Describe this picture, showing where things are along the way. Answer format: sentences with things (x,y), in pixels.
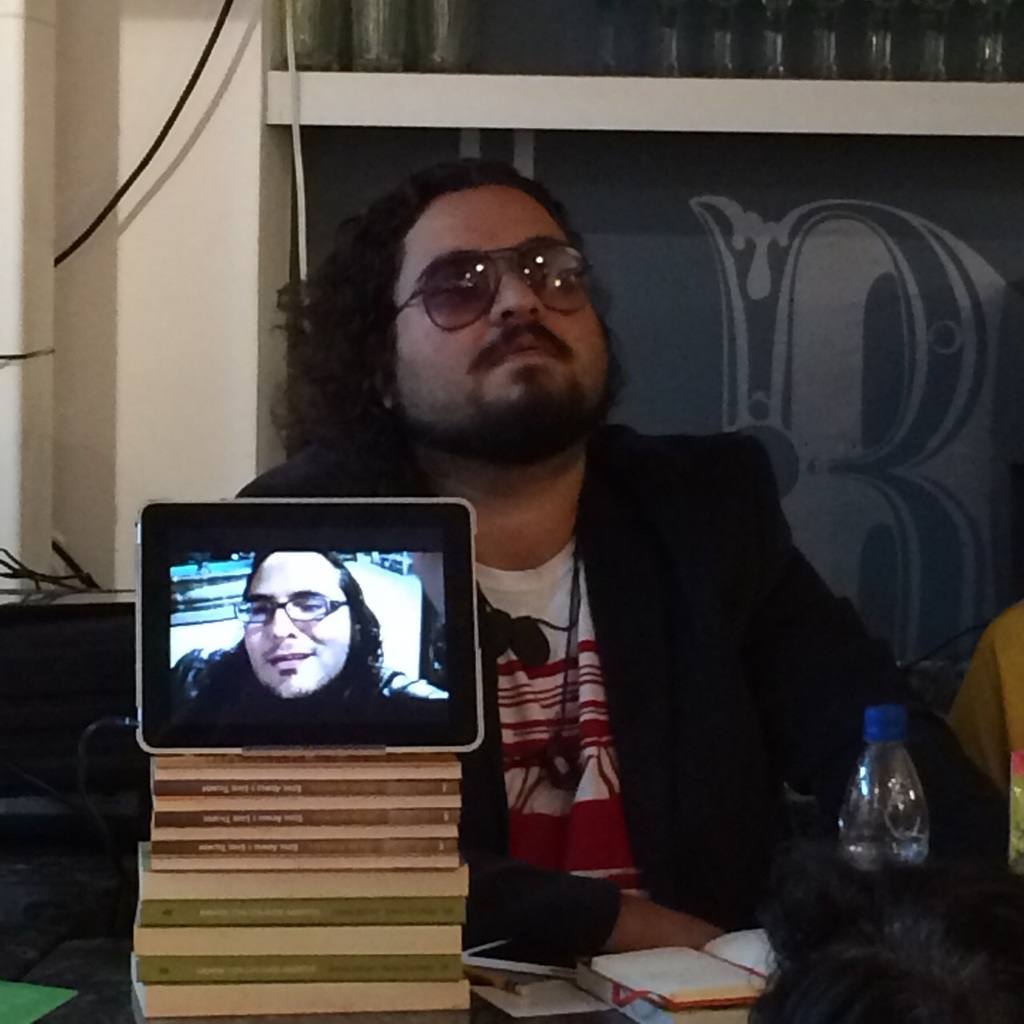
This is the man (585,697) sitting. These are the books (311,860), and this is a tablet (317,744) with the display screen (207,681). Here is a water bottle (865,808) and some books (620,1010) on the table (495,1009). At background (298,275) I can see a cable (137,160) and black color object (92,622). I think these are the glasses (766,50) placed on the rack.
